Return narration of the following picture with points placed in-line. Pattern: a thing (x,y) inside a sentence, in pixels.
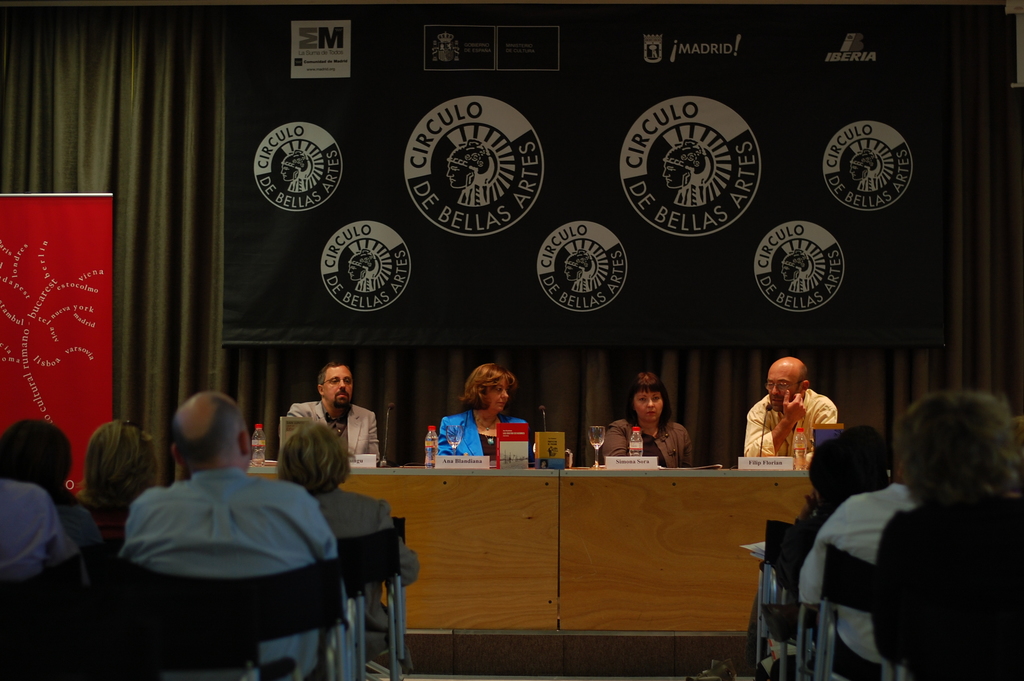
In a given image i can see a people (362,531), bottles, wooden table (400,491), mike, glasses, chairs (371,554), curtains (185,111) and boards (425,216) with some text (572,299).
